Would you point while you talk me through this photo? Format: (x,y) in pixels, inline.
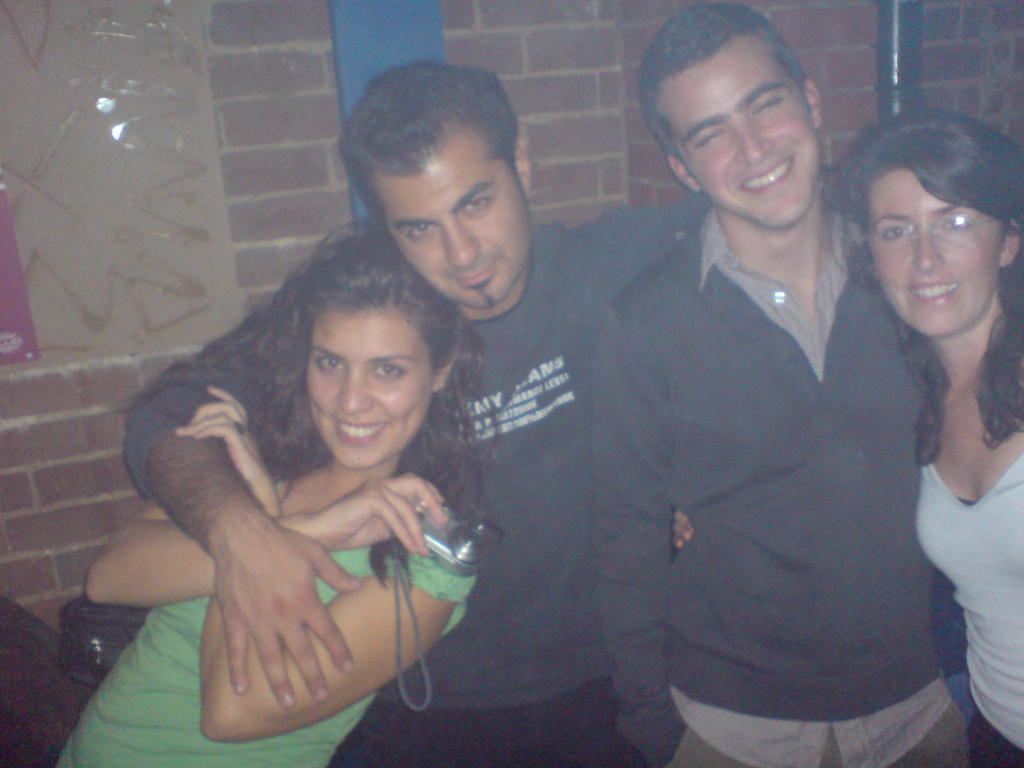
In this image we can see four people (856,364) standing. In the background of the image (517,98) there is wall (300,21). There is a pole (878,56).
